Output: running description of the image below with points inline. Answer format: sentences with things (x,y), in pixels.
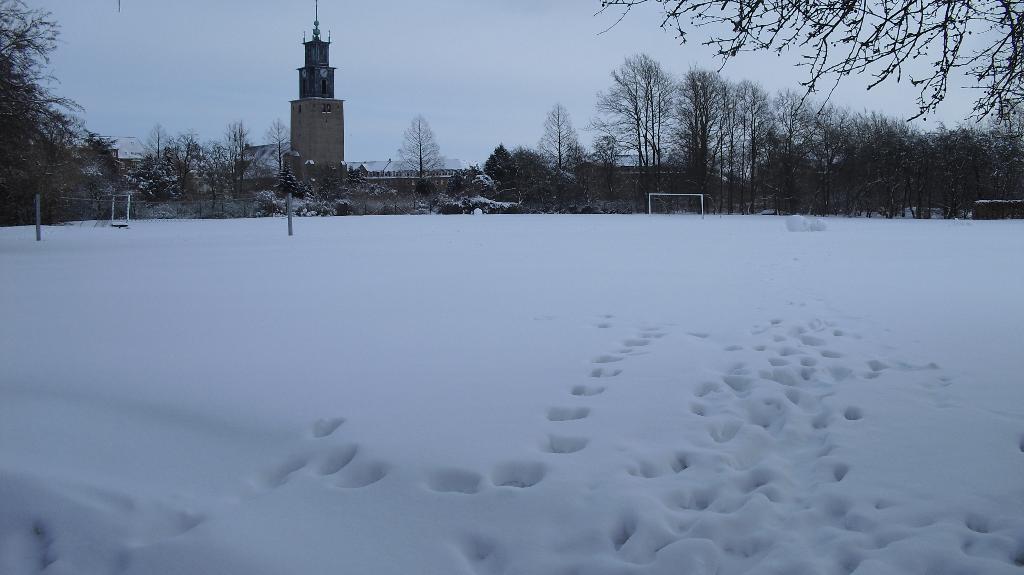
In this image I can see the snow (494,374) in white color. In the background (691,182) I can see few trees (239,147) and I can also see the clock tower (331,98) and the sky (413,79) is in white color.
